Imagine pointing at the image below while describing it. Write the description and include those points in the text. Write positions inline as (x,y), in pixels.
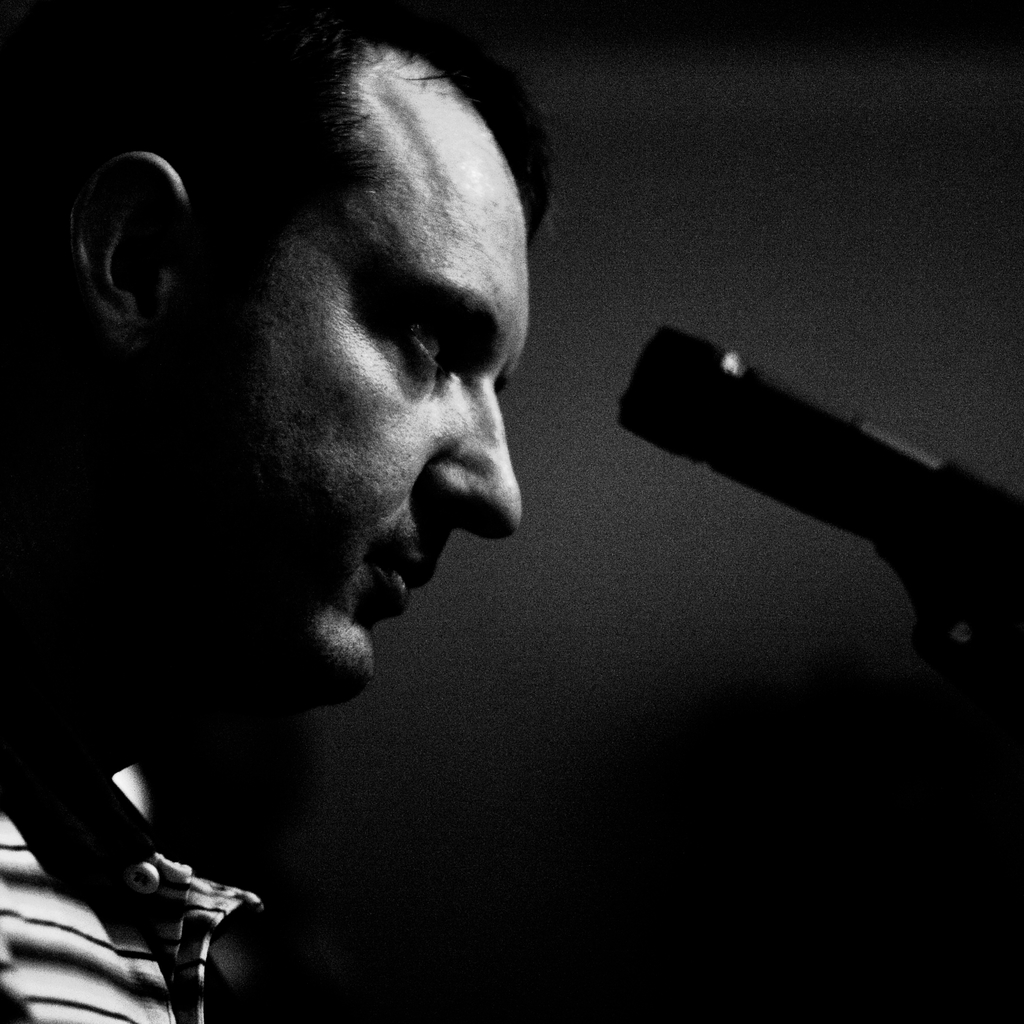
This is a black and white image. In this image we can see a man (358,379). Also there is a mic (911,540).
